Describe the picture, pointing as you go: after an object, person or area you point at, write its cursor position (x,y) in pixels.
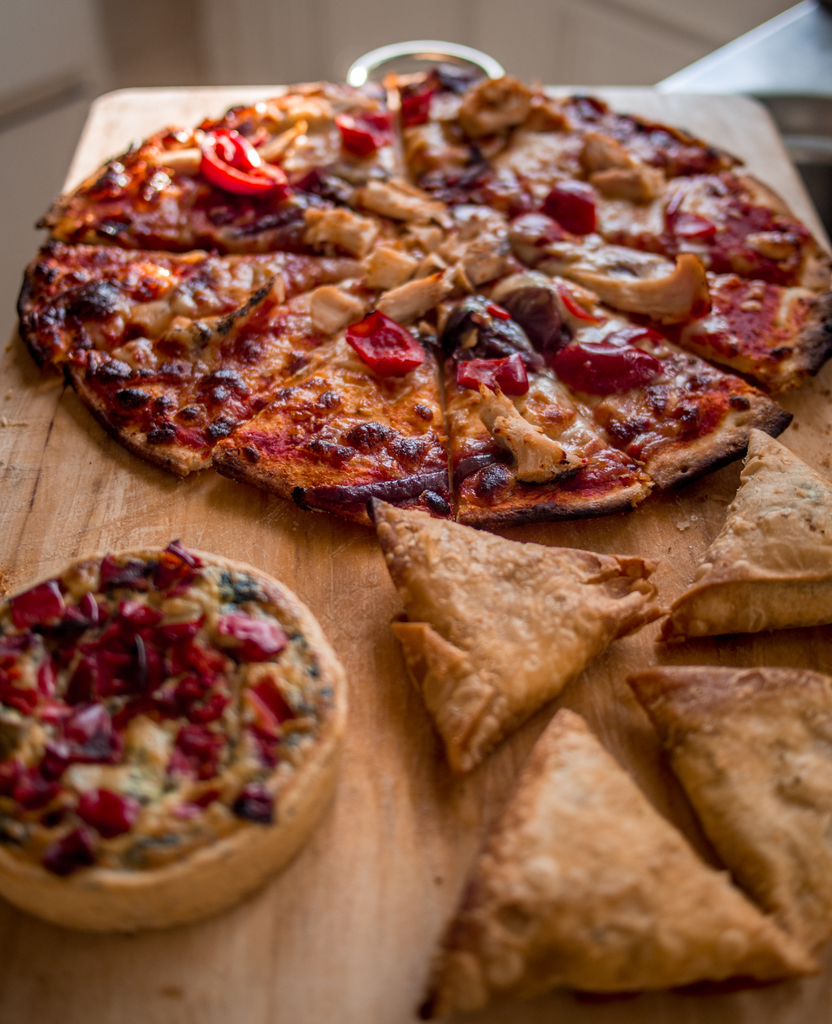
In this image we can see a pizza (344,507) and some other food (507,640) on the table (383,997).
